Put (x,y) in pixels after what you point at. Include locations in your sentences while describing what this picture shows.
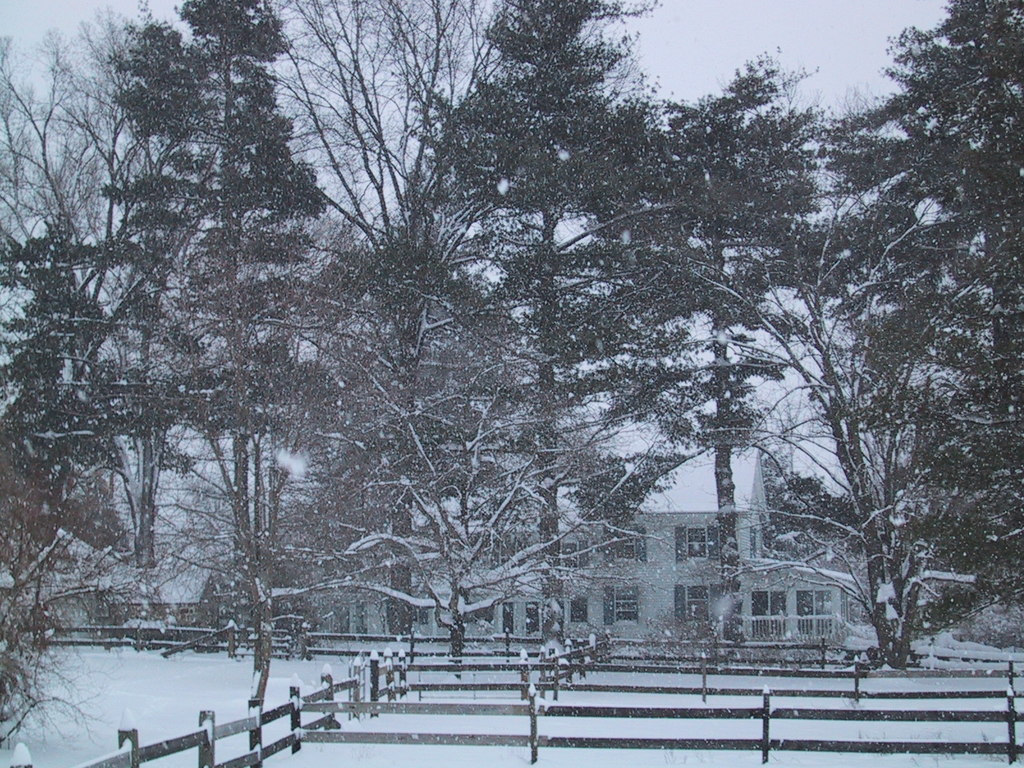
In this image we can see a building (650,576) with windows (689,612), a wooden fence (176,748), a group of trees (517,442). In the background (771,67), we can see the sky (722,51).
